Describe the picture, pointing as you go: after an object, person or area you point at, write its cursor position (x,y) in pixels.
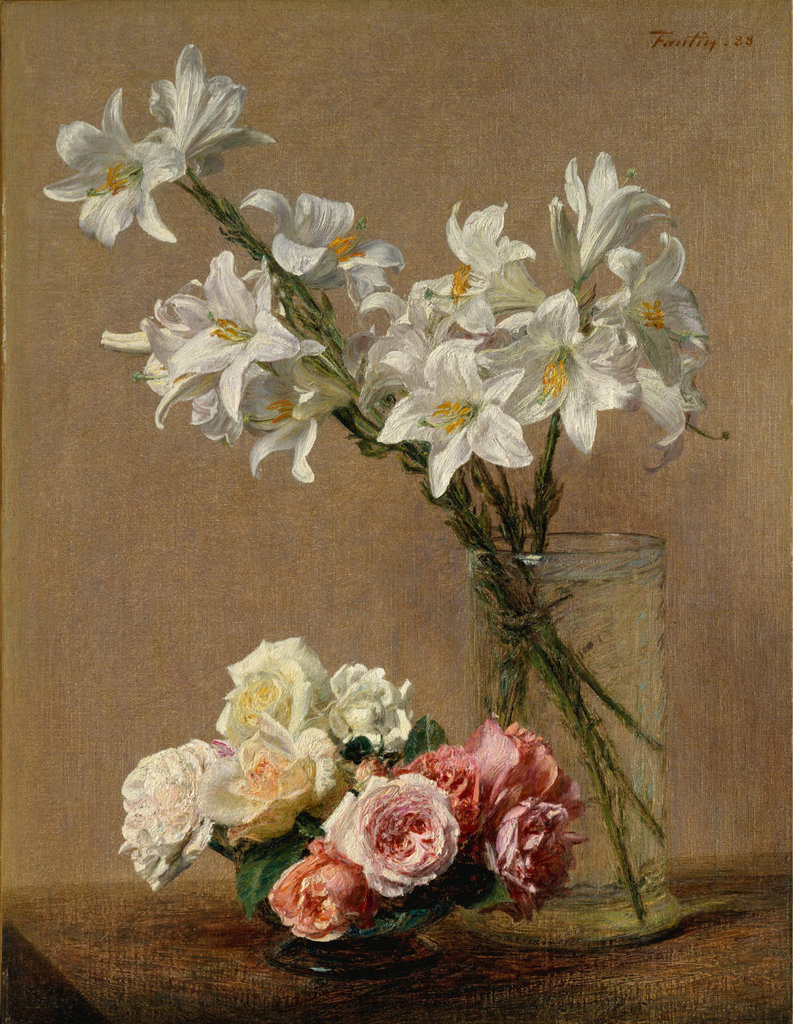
This is a painting and here we can see flowers (484,345) in a vase (588,683) and there are some flowers (344,874) in the bowl (357,928) placed on the table (682,980).
